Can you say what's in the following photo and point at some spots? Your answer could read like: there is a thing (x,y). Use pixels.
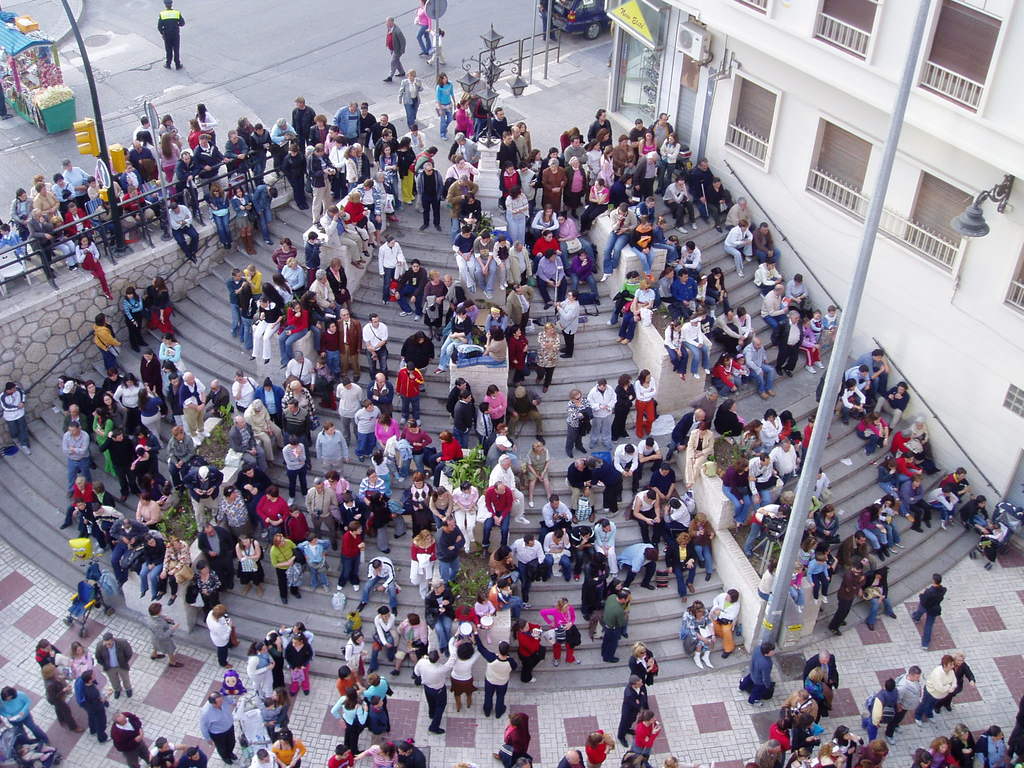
In this picture, we can see many people (136,188), stairs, wall (806,250), fencing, we can see some object (59,117) in the top left side of the picture (10,82), we can see road (526,24), building (853,60) with windows (961,68), door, and some objects (639,32) attached to it.
